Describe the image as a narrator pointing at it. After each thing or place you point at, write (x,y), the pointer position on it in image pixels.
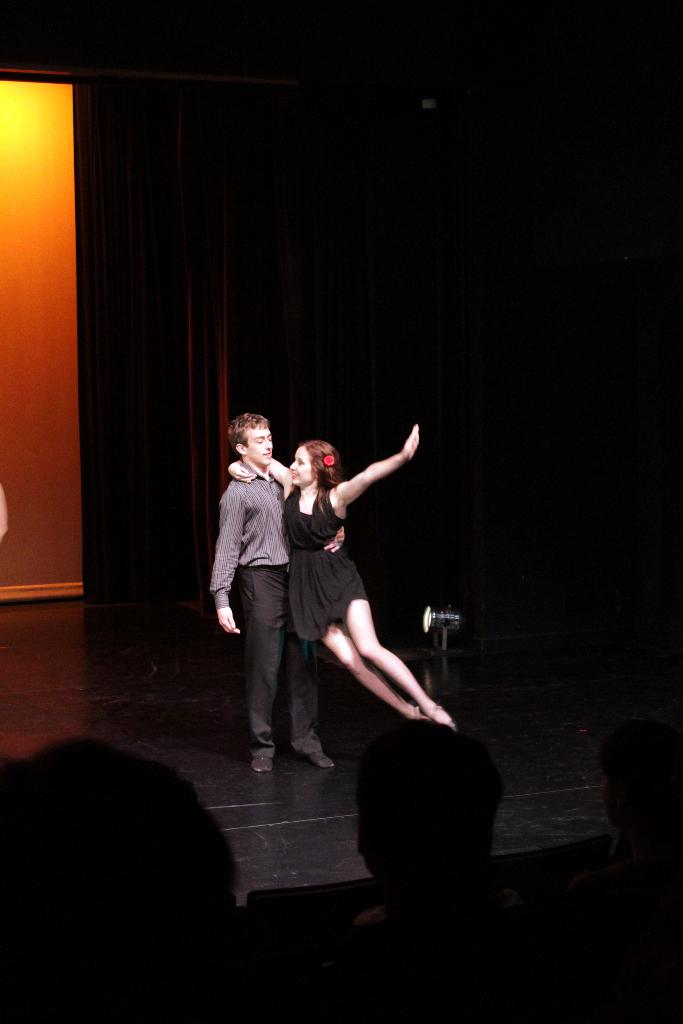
In this image I can see two people (264,628) with black and grey color dresses (257,569). In-front of these people (268,569) I can see the few more people (223,885). I can see the banner (11,326) and there is a black background (294,389).
